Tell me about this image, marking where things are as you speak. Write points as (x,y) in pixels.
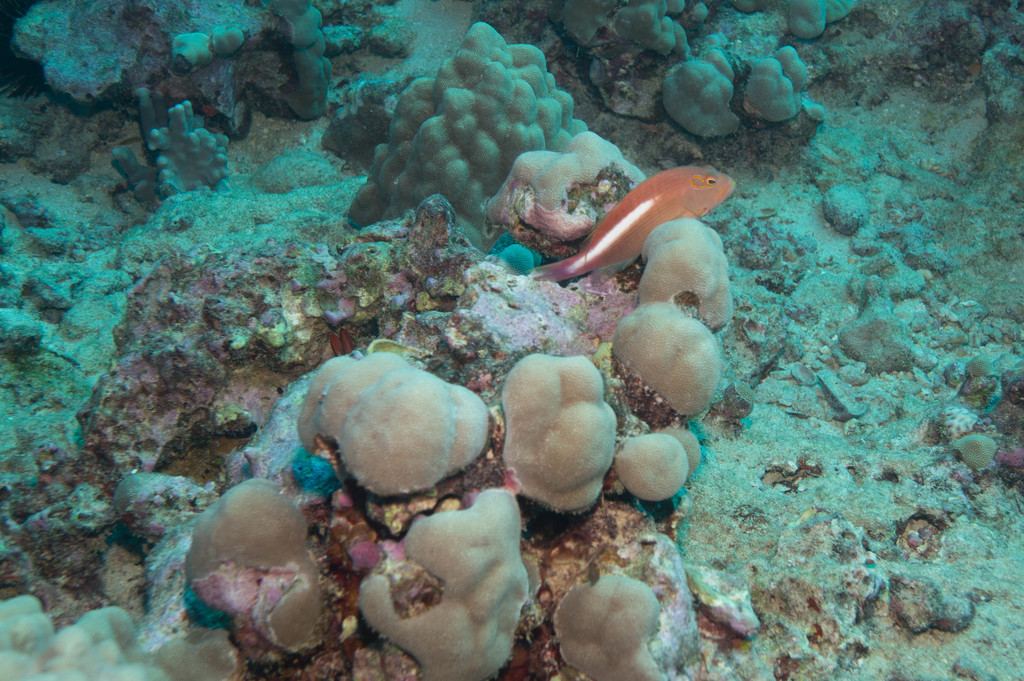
In this picture we can see the inside view of the sea (735,167). In front (585,272) we can see orange color fish (591,252) resting on the corals (661,277).
